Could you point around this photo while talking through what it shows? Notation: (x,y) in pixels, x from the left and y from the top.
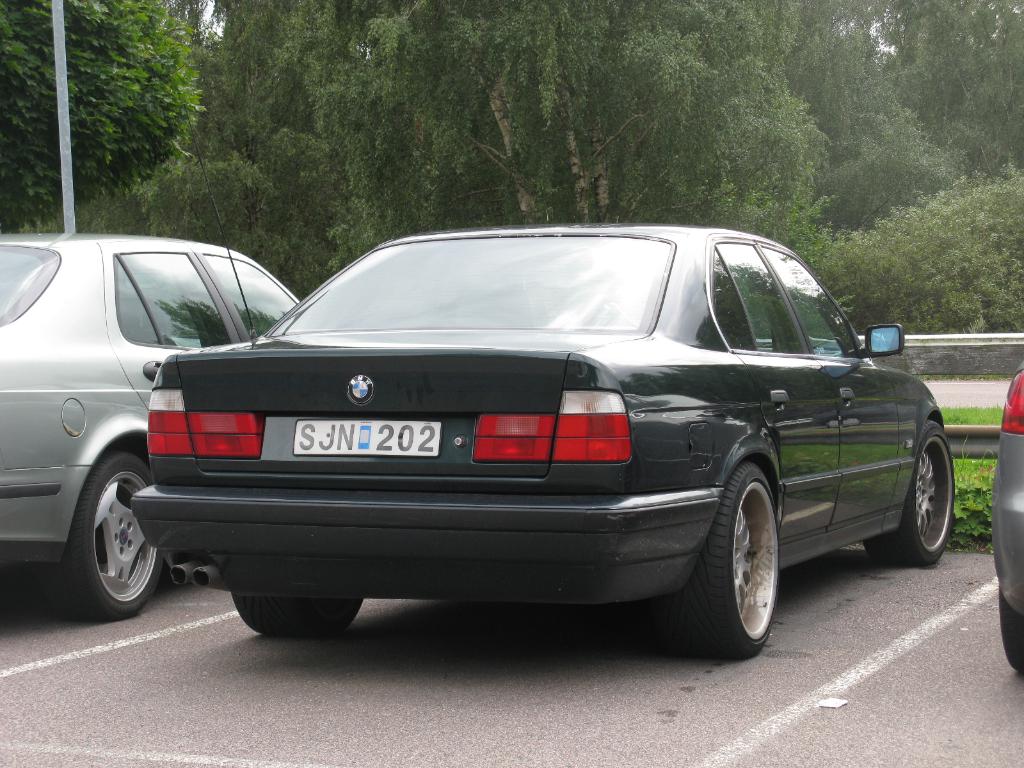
We can see cars (696,499) on the road (663,662), plants (990,235) and pole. In the background (251,94) we can see trees (804,98) and wall (1014,350).
